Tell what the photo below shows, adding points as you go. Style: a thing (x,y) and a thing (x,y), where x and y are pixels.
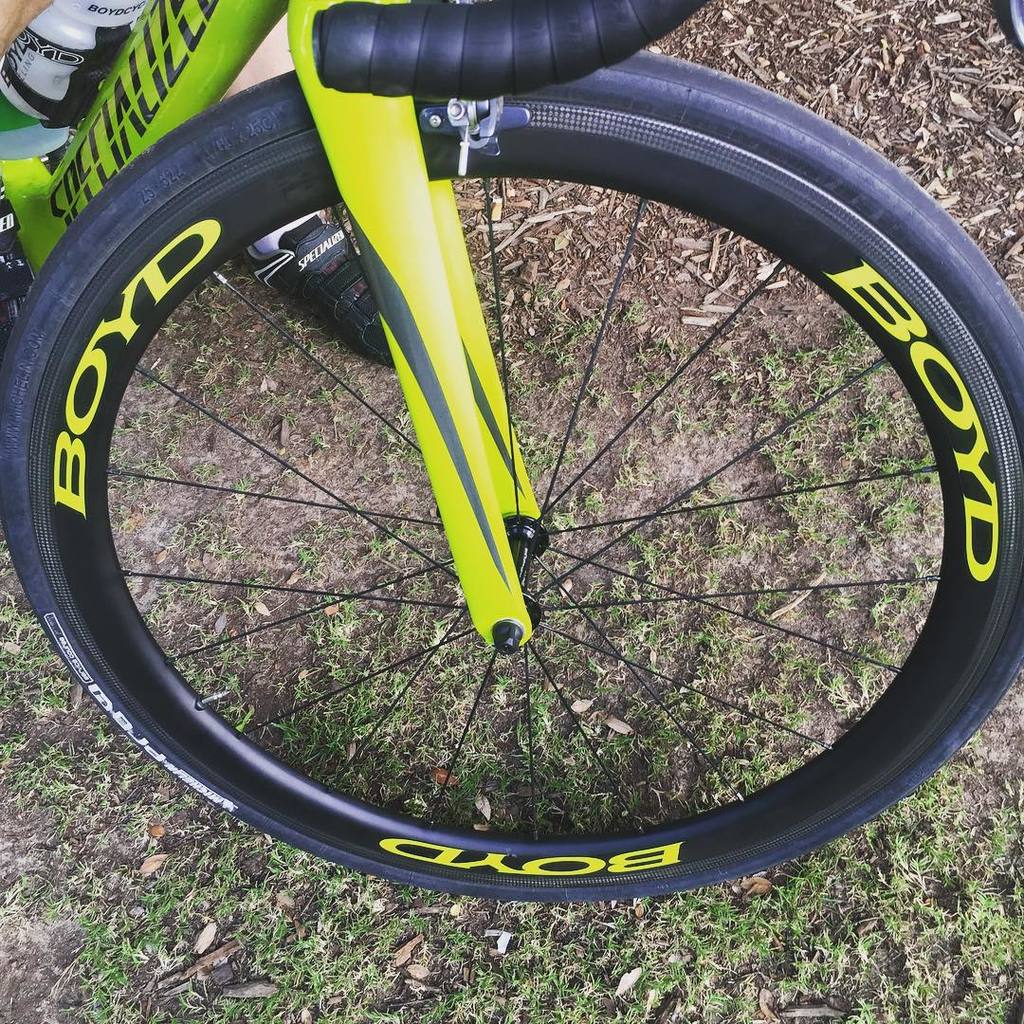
In this picture I can see the front part (998,541) of a bicycle (459,232), there is a leg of a person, and in the background (554,424) there is grass (598,584).
